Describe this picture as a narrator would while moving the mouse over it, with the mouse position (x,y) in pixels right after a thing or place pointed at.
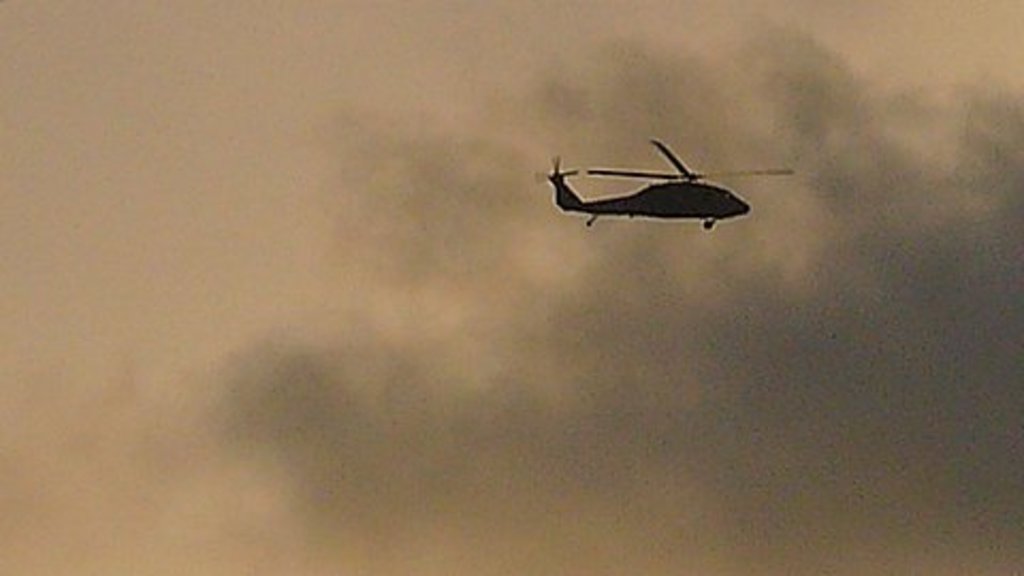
In this picture there is a helicopter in the sky (889,122). At the top (536,35) there is sky (277,101) and there are clouds (807,327).
